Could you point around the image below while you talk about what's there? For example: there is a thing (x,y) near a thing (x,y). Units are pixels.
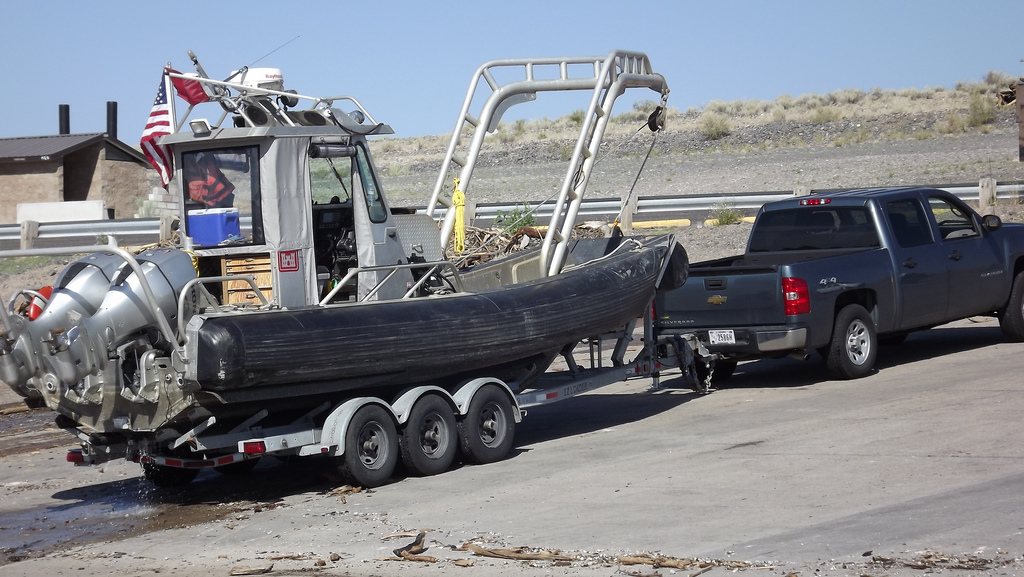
At the bottom of the image (825,459) on the road (868,416) there is a car (748,279) and a machine (219,287) with flags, glass windows (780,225) and some other things (83,277). Behind them there is fencing (79,225). Behind the fencing (21,225) there is a house (117,194) with roofs (48,154), walls (105,153) and chimneys (111,133). In the background (472,136) on the ground (678,126) there is grass (870,101). At the top of the image (153,77) there is sky (473,50).
